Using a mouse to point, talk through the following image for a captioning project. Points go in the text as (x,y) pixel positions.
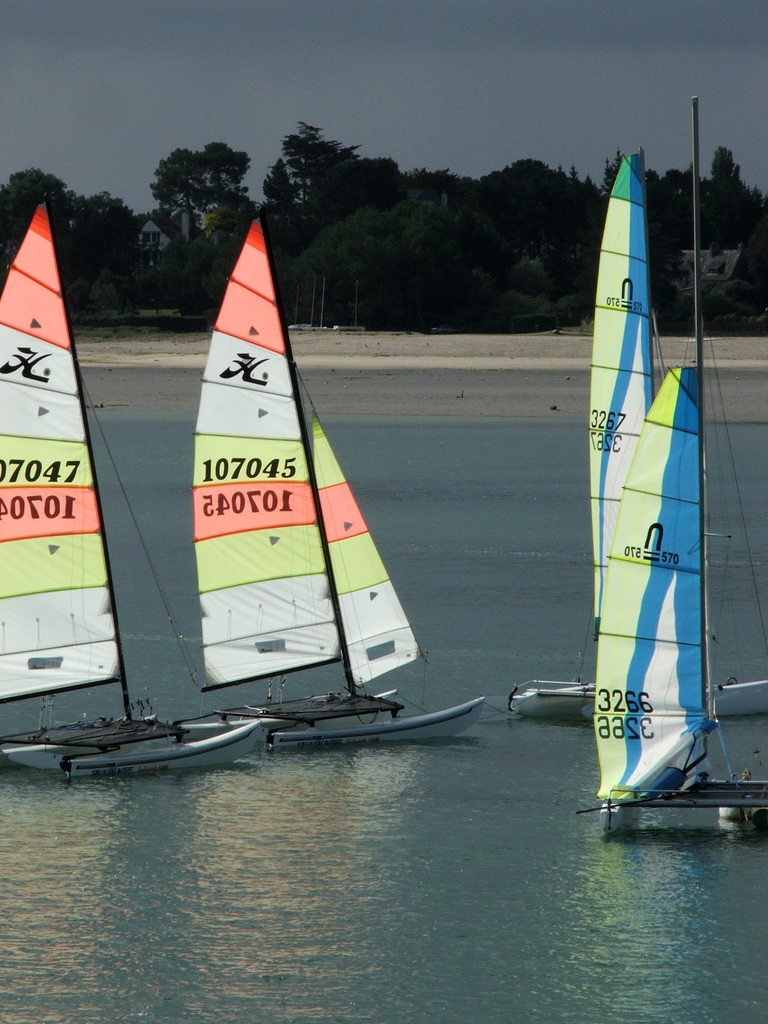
In this image we can see few boats (265,662) on the water (442,743) and in the background (215,244) there are few trees (464,263) and the sky (276,84).
